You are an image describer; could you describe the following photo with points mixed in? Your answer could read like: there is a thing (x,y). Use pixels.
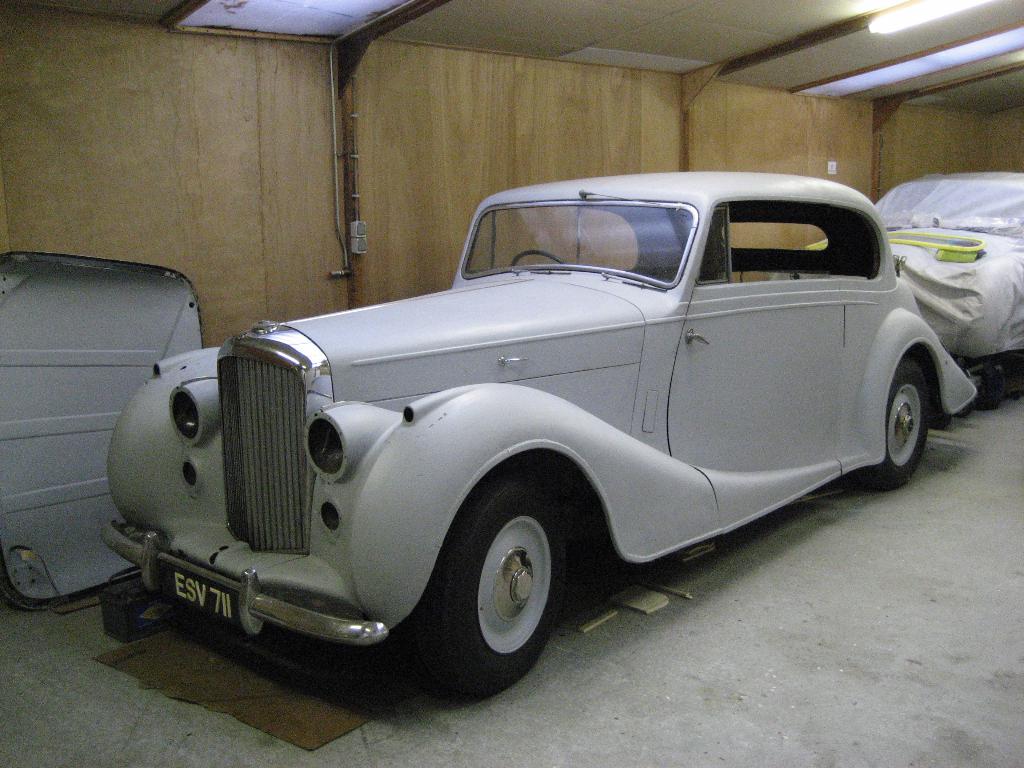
In the image there is a car (611,299) in the foreground (696,307), behind the car (899,303) there is another vehicle (989,281) covered with a sheet (973,182) and in the background (27,106) there is a wall (721,163).
